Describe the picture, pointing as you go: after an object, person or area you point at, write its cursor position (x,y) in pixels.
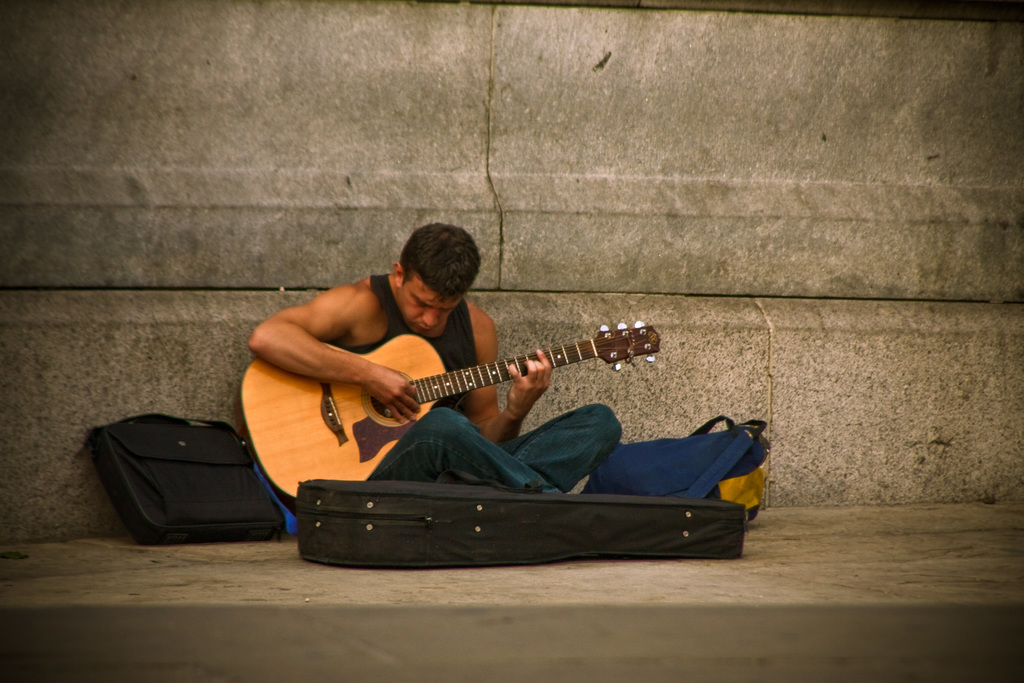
In this image we can see a man (545,480) sitting on the ground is holding a guitar (387,422) and playing it. There are two bags (704,479).
